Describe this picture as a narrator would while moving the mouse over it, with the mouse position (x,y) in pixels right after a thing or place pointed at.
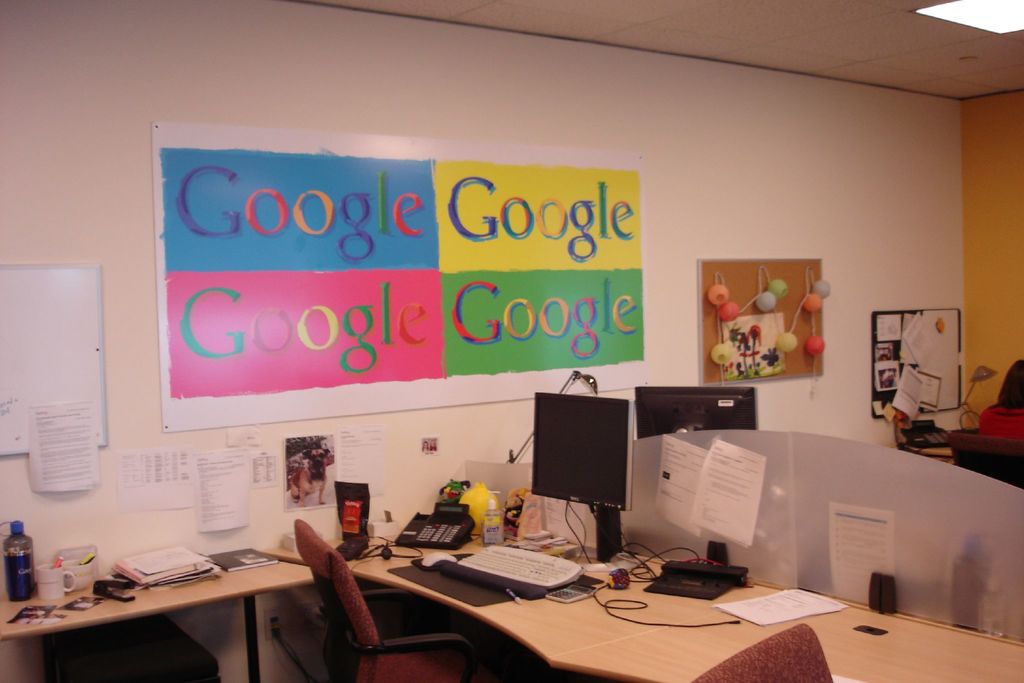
In this image there are tables (640,639), there is a table (967,660) truncated towards the right of the image (1000,657), there is a table (12,635) truncated towards the left of the image (18,614), there are objects (522,571) on the table (868,663), there are chairs (335,606), there is a chair (353,647) truncated towards the bottom of the image (769,660), there is an object (123,655) truncated towards the bottom of the image (146,665), there is a person (1007,398) sitting on the chair (994,448), there are objects (277,321) on the wall (113,359), there is a board (46,312) truncated towards the left of the image (37,301), there is the wall (987,183) truncated towards the right of the image (996,271), there is the roof (836,50), there is light (974,11) on the roof (773,29), there are objects (772,306) on the board (792,268).
